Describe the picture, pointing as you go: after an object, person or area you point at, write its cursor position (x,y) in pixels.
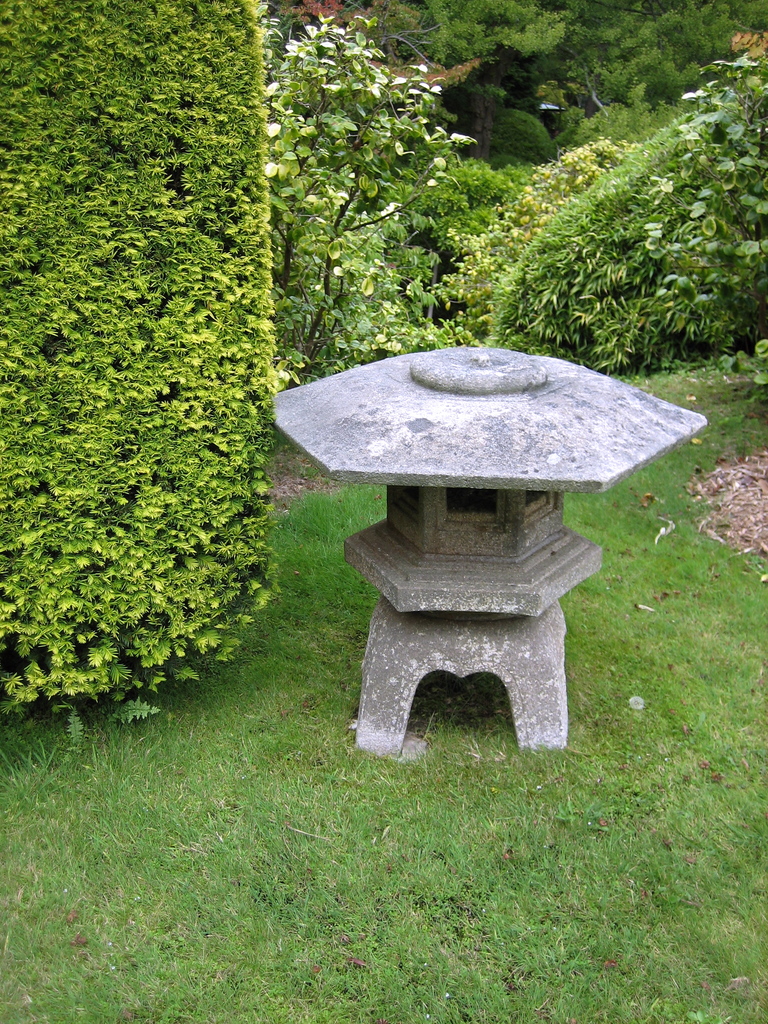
In the foreground (502,733) there is grass (359,869). In the middle (402,667) there are trees (102,284), dry leaves (742,502) and a stone object (487,507). In the background (531,57) there are trees (531,57) and plants (525,128).
